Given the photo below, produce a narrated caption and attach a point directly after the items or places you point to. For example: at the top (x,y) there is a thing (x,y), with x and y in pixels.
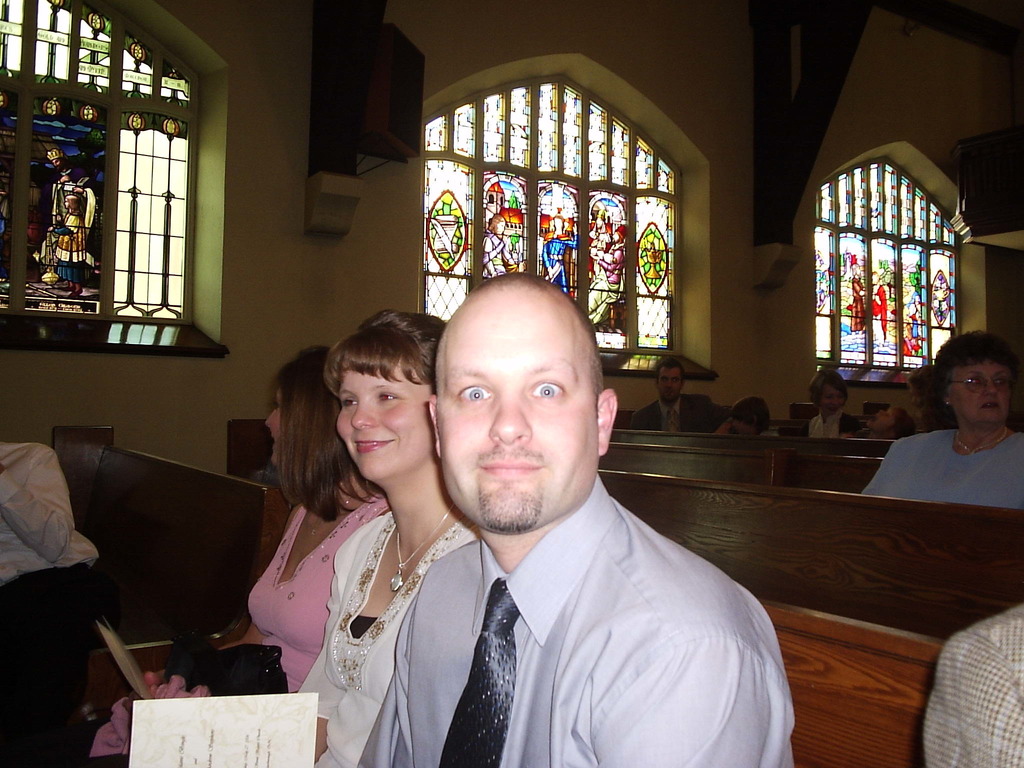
In this image we can see people (296,521) sitting on the benches (833,477). At the bottom (279,741) there are cards (193,702). In the background (96,158) we can see windows (121,243) and there are stained glasses (638,244). There is a wall (691,27).
